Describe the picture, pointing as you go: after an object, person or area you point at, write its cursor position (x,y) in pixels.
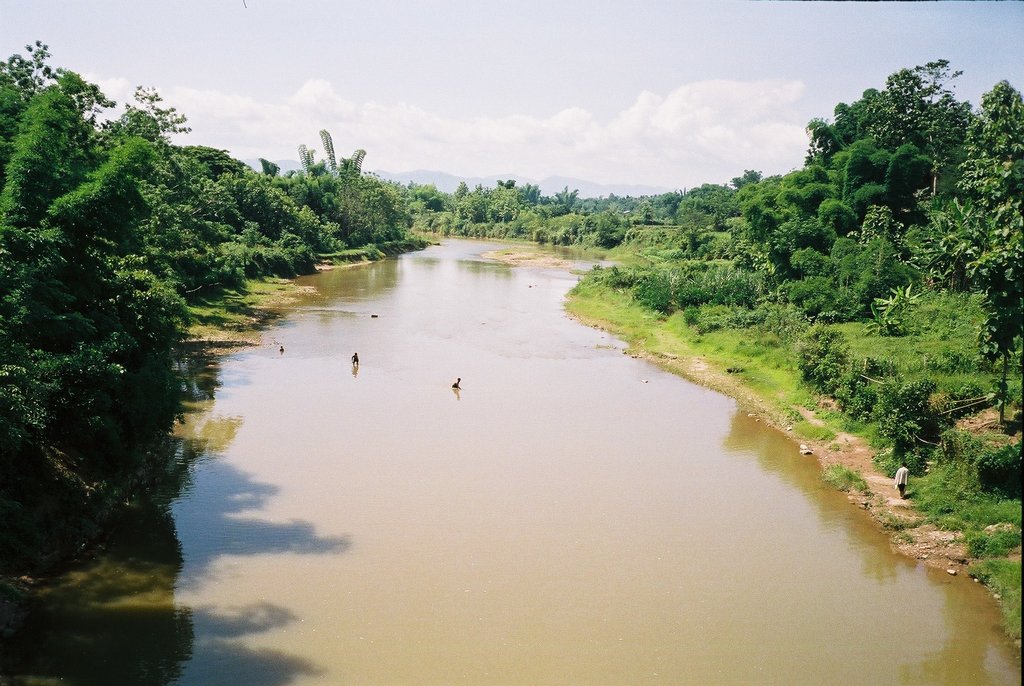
In this image I can see water (425,360) in the centre (524,306) and both side of it I can see number of trees (759,224). In the water (312,402) I can see few things (457,385) and on the right side of this image (897,485) I can see one person (898,480) is standing. In the background (520,55) I can see clouds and the sky (437,77).
